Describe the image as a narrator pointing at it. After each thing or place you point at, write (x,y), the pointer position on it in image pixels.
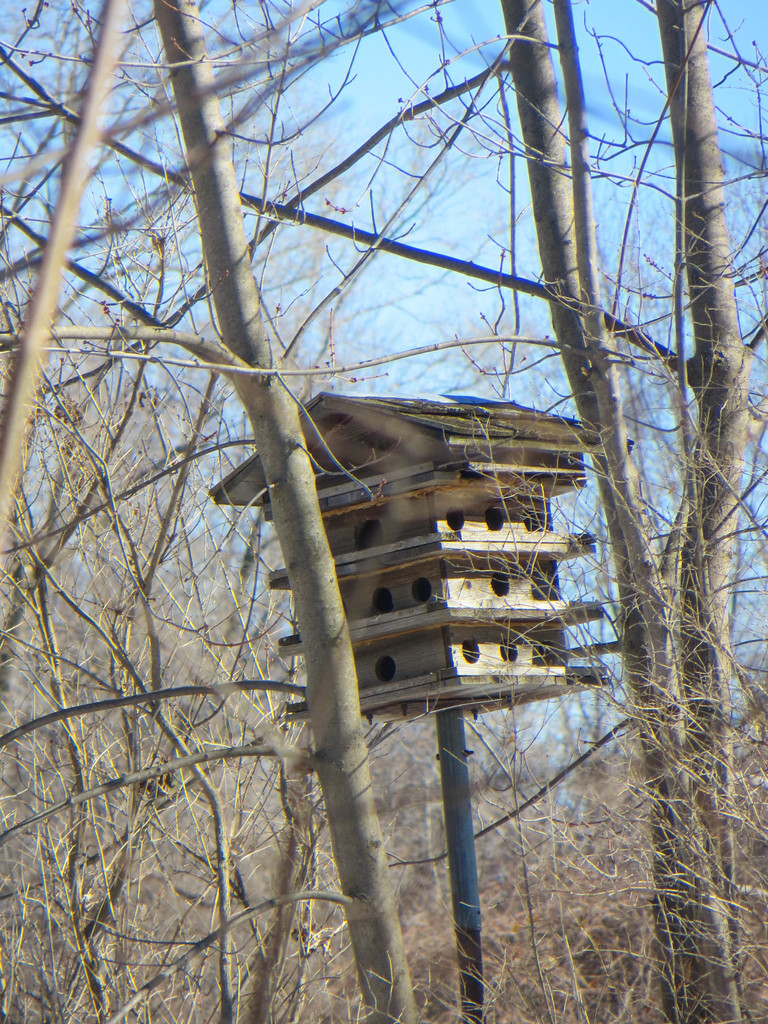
In the foreground of this picture (222,350), there are branches (208,235) of a tree (731,396) and a bird house (461,548) in the middle (491,438). In the background (391,63), there is the sky (369,74).
